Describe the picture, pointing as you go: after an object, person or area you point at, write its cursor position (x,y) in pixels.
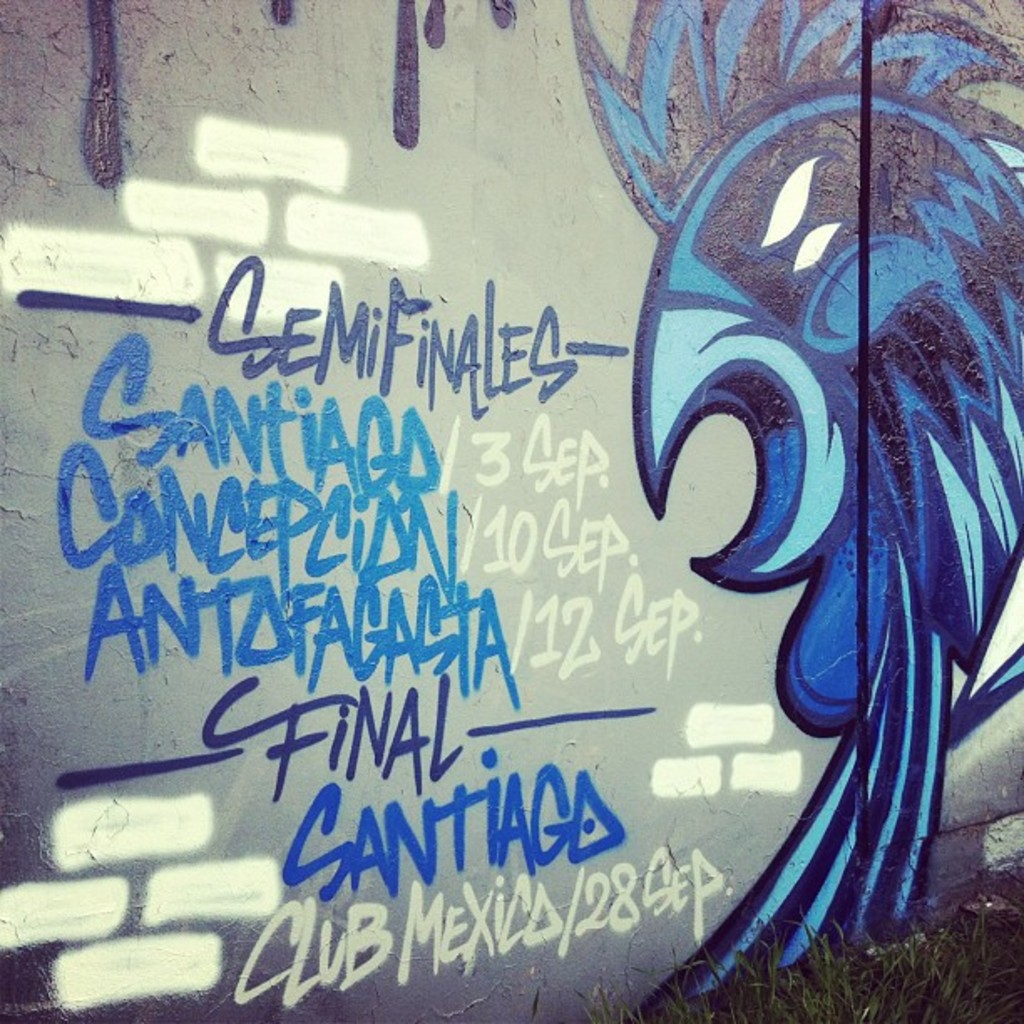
In this image I see the wall (405,389) on which there is an art (644,338) over here which is of light blue, dark blue and black in color and I see words (417,466) and numbers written over here and I see the green grass (943,964) over here.
